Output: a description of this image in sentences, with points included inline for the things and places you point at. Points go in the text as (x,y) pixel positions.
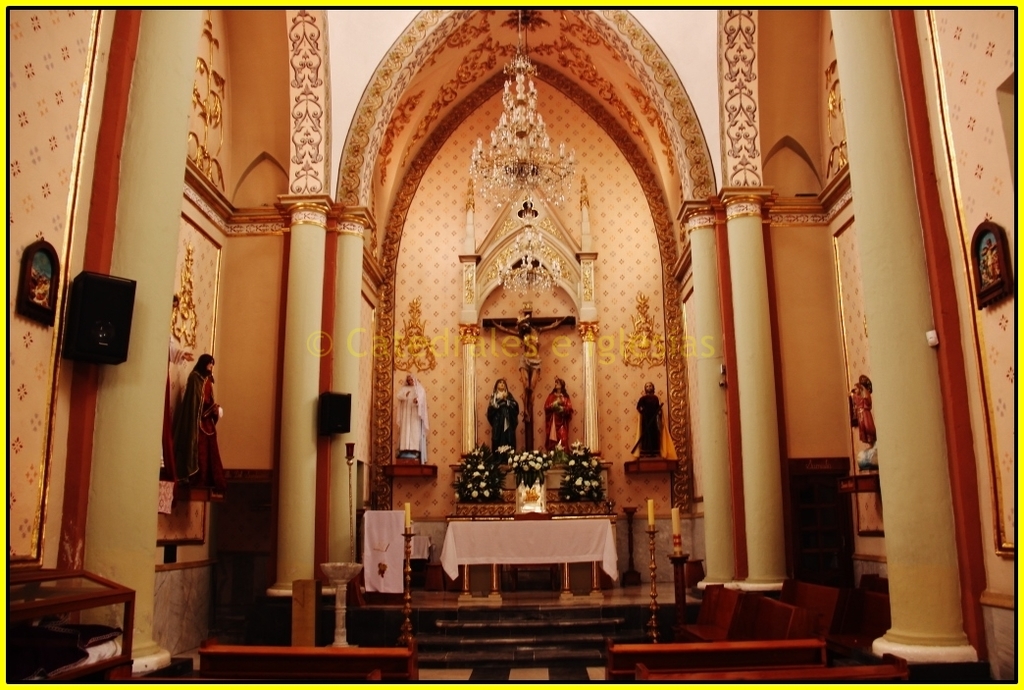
This image is clicked inside a church (638,574). In the middle (495,441) there are statues (419,402), sculptures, pillars (295,373), speakers (325,430), chandelier lights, candles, stands (650,595), table (549,560), cloth (585,560), photo frames (1003,255), staircase (550,615), some other objects (315,619). On the left (115,624) there is a glass box (75,650).
